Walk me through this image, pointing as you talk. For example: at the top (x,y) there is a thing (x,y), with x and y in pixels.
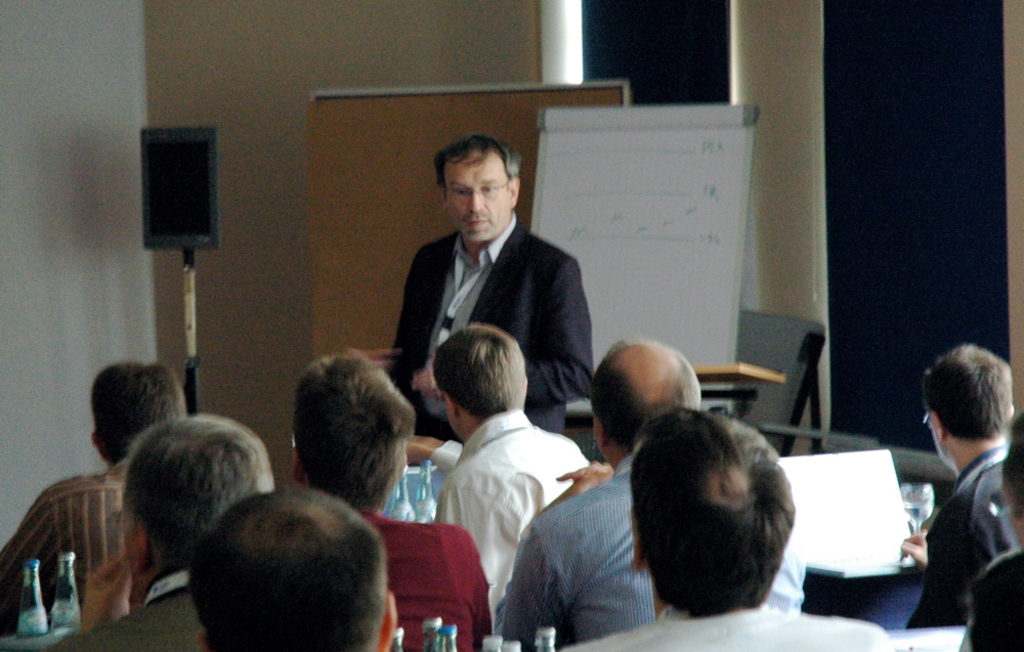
In the center (490,293) we can see one man (507,259) standing. In the bottom (420,569) they were few persons (622,537) were sitting on the chair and there are bottles (29,601) on tables (837,597). In the background (423,68) we can see board (550,110), speaker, wall (493,37) and glass (691,68).
